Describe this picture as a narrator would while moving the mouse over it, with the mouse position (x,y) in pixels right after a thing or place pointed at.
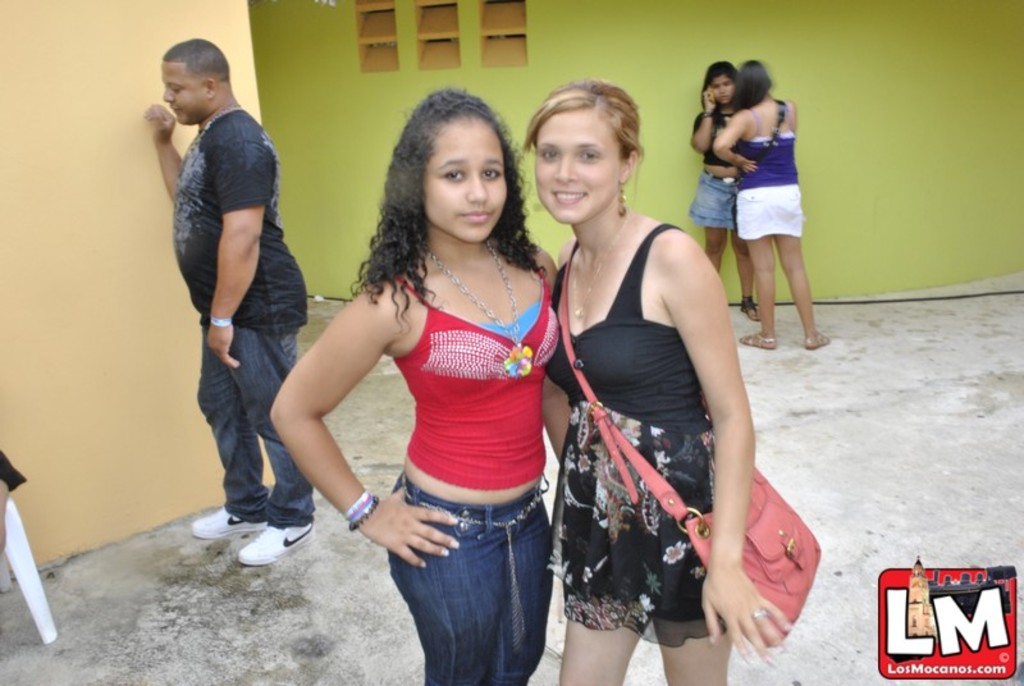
In this image we can see two women (564,368) standing. On the backside (29,598) we can see a person (2,485) on a chair (24,582) and some people (247,558) standing beside the walls (38,533).
